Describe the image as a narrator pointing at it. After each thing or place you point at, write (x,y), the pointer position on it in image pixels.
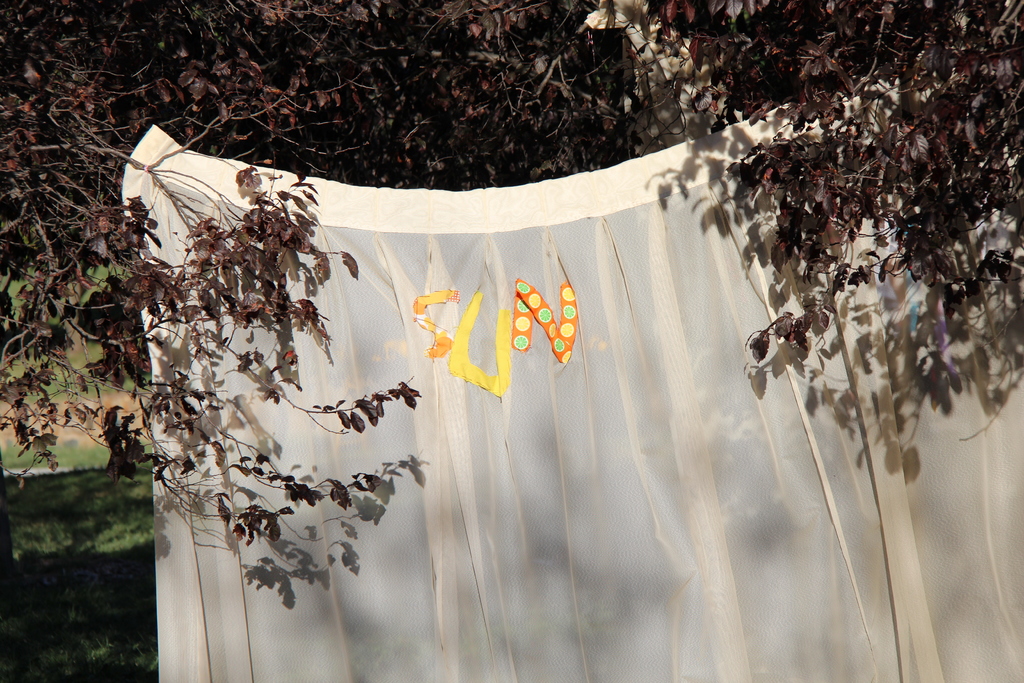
In front of the picture, we see a white sheet (510,479) or a cloth (517,423) on which "SUN" stickers (443,332) or alphabets (497,379) are pasted. In the left bottom (113,603), we see the grass (145,594). There are trees (612,147) in the background (628,151).
